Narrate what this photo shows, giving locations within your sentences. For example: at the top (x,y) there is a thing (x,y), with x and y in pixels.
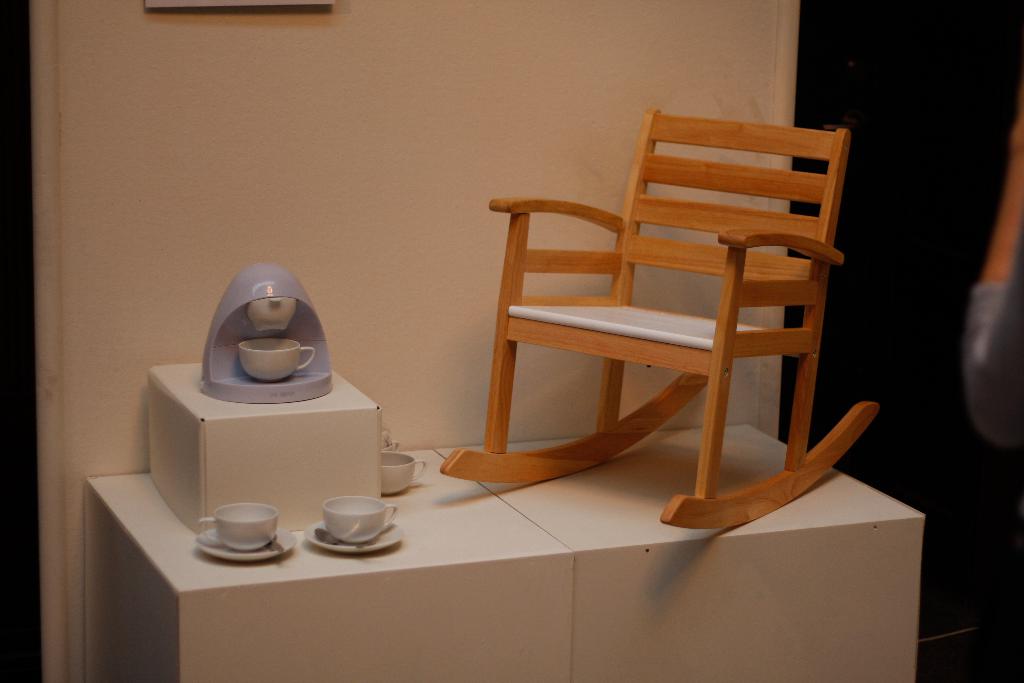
This is an empty wooden chair (713,493). I can see four cups (365,503), two with saucers (264,555). This looks like a machine (307,320) which is purple in color placed on the white box (320,427). This is the wall (446,132) at background (511,65). At the right side of the image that looks like a blurred person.
